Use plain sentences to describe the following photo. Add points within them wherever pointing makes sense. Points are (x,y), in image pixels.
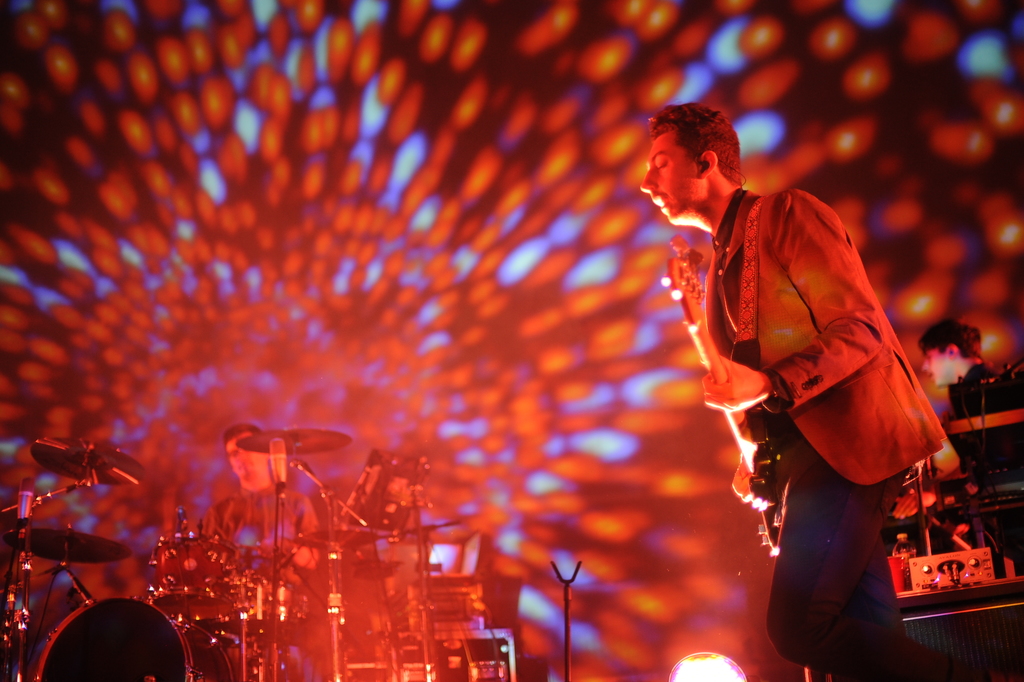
On the right side of the image (805,308) we can see a man (764,408) is standing and holding a guitar (762,434) and also we can see the musical instruments (1007,458), bottle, amplifier (965,597) and a person (953,378) is sitting. At the bottom of the image (174,667) we can see the musical instruments (174,667), light (676,677), mic (285,450) with stand (428,647) and a person (263,476) is sitting. In the background of the image (373,374) we can see the lights (679,419).
